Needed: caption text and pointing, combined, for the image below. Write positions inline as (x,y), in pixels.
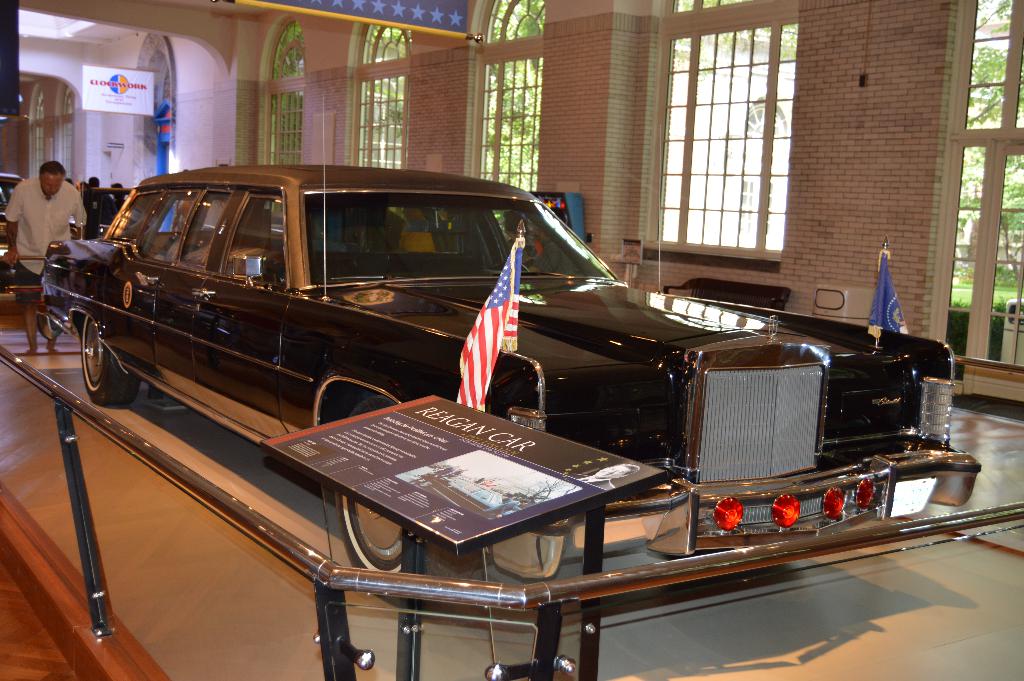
There is a black car (344,256) with lights (791,496). On the car (527,335) there are flags (892,305). Also there is a railing (686,562). In the back (401,114) there are windows (532,88) and a person (64,227) is standing in the back (34,214). And there is a name board (448,492) in front of the car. In the background (118,99) there is a board (126,112) near to the wall (112,126).
